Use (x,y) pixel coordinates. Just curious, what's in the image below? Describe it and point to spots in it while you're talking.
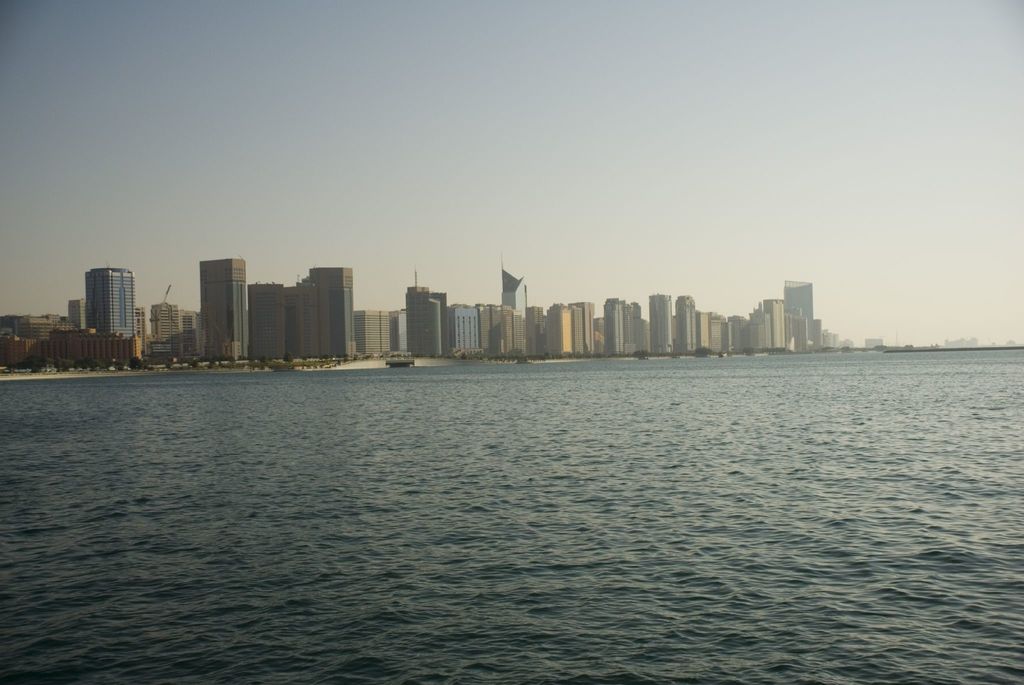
In this image I can see the water (496,536), few trees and few buildings (612,334). In the background (524,191) I can see the sky (482,150).
